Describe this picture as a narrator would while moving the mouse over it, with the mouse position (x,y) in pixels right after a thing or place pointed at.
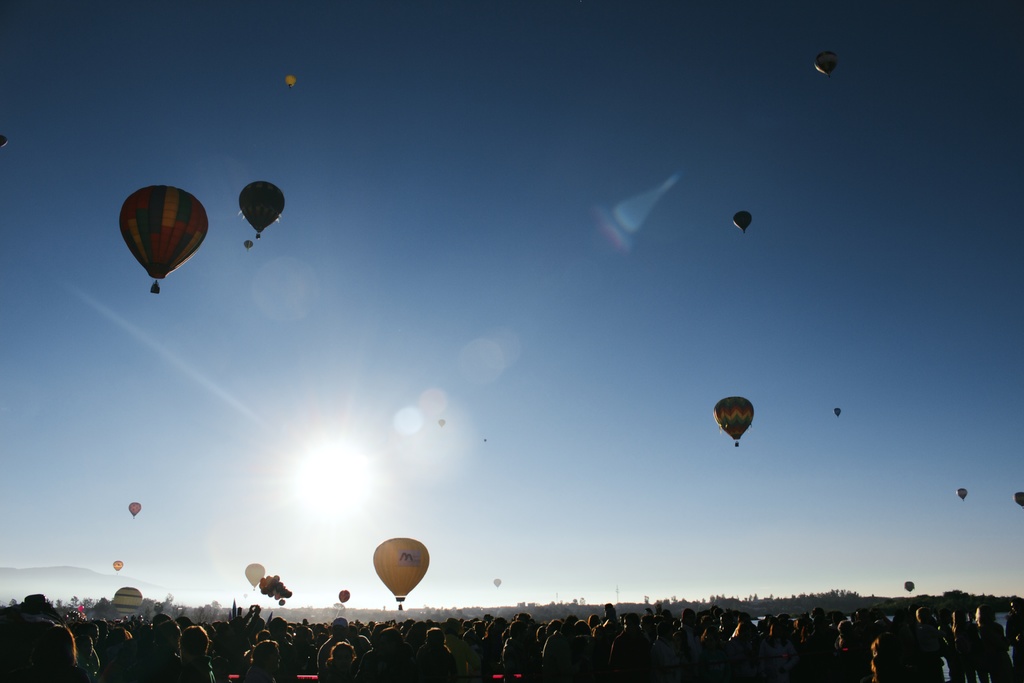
In this image I can see group of people (118,660) standing and I can also see few hot air balloons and the sky (430,263) is in blue and white color.
